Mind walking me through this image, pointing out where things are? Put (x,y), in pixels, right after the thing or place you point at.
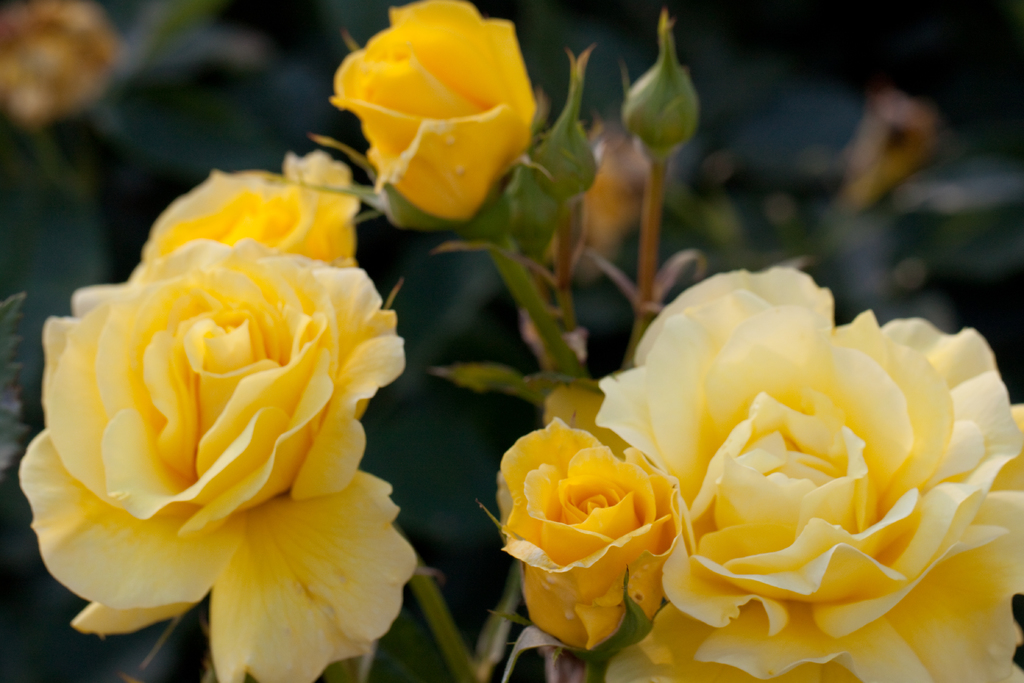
In this image I see flowers (461,155) which are of yellow in color and I see the stems (569,249) and buds (647,131) and it is blurred in the background (885,33).
